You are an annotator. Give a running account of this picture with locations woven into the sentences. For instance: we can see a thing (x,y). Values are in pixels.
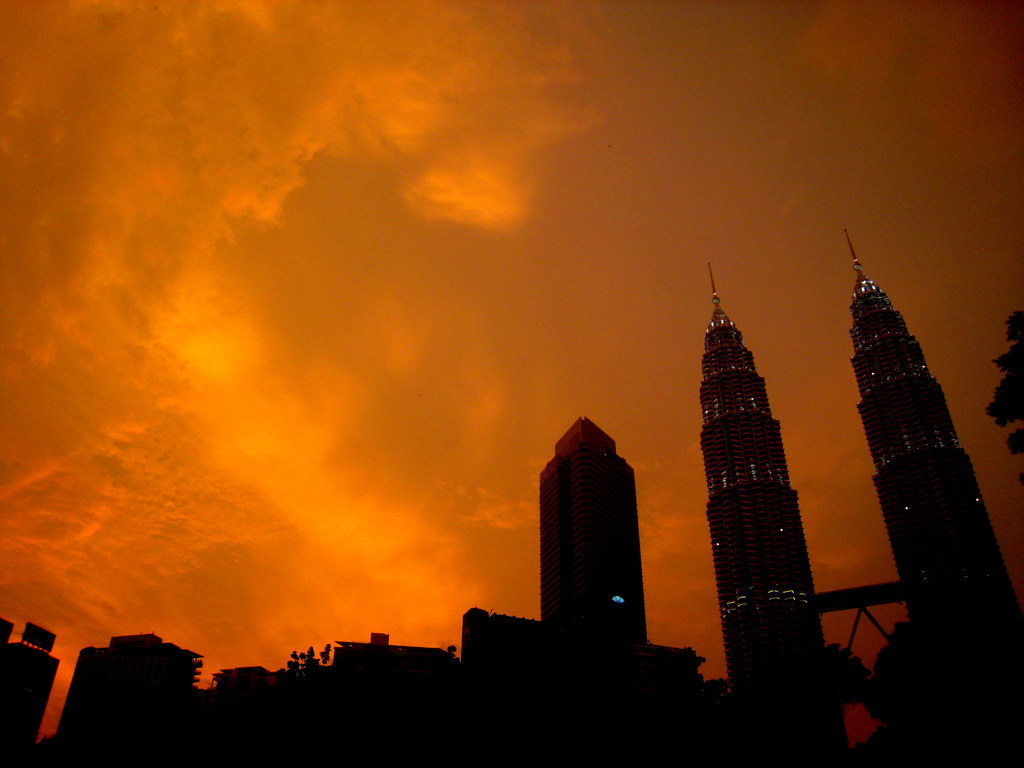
In this image there are buildings (394,658), trees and the sky (298,409).
